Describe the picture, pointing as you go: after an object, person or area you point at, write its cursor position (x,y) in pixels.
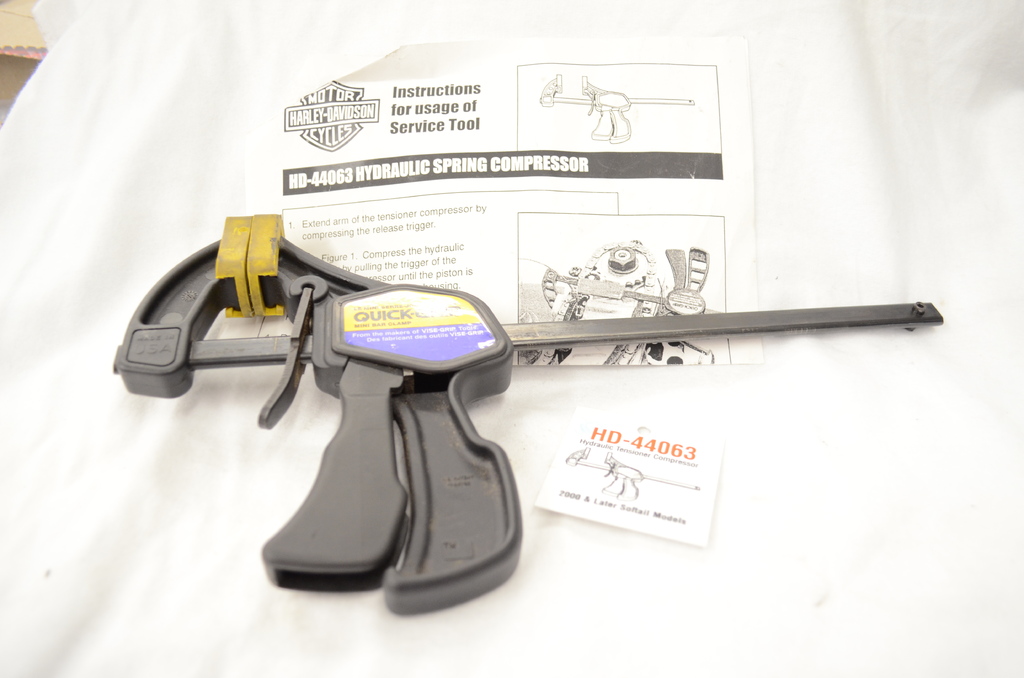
In this image we can see, there is a hydraulic spring compressor (125,364) and stickers (692,305) on the white cover (596,4).
